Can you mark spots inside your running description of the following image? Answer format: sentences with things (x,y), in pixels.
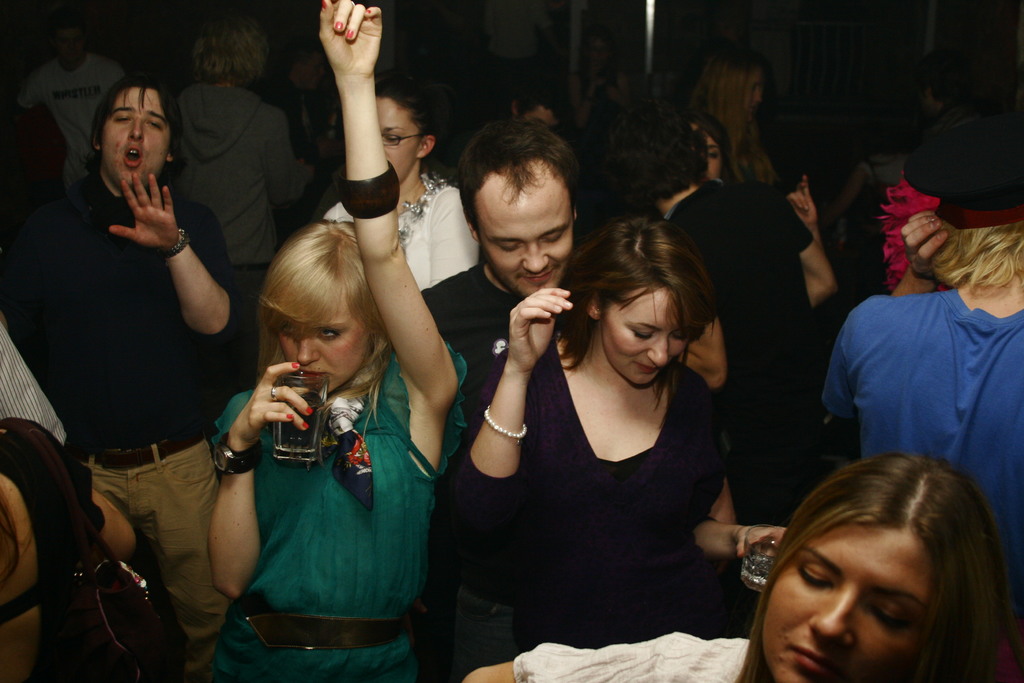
Here in this picture we can see number of men (756,253) and women (705,268) standing on the floor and dancing and some of them are carrying glasses (312,427) in their hands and some of them are smiling.
